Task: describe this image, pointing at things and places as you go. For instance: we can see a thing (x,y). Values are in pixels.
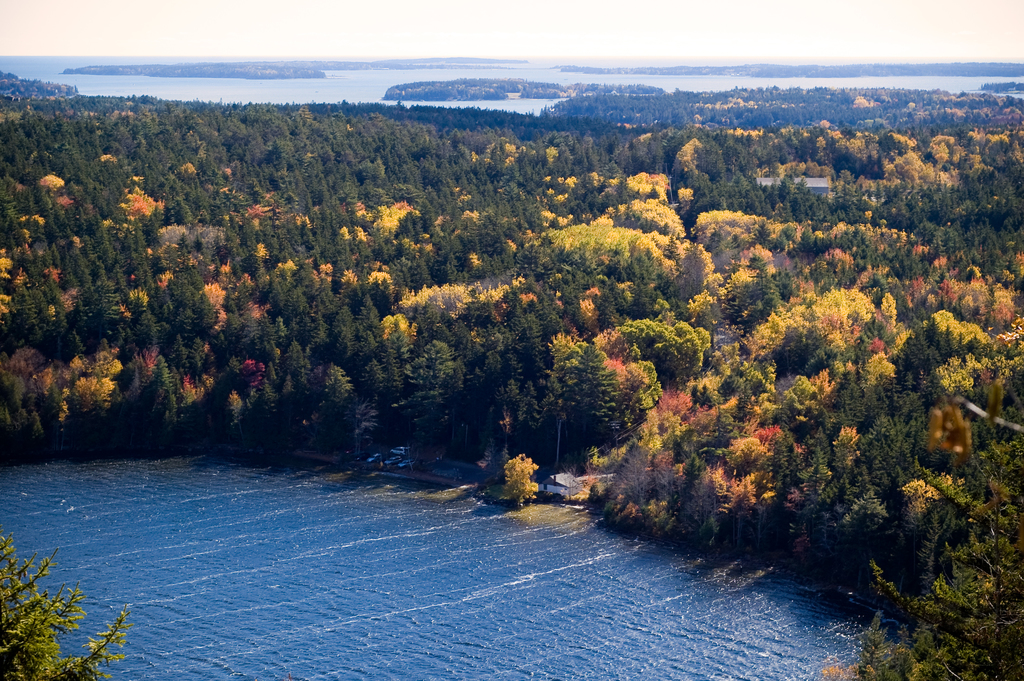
In this image we can see trees (486,308), house (557,480). At the bottom of the image (468,646) there is water (384,633). In the background of the image (472,55) there is sky (472,55) and ocean (438,69).
